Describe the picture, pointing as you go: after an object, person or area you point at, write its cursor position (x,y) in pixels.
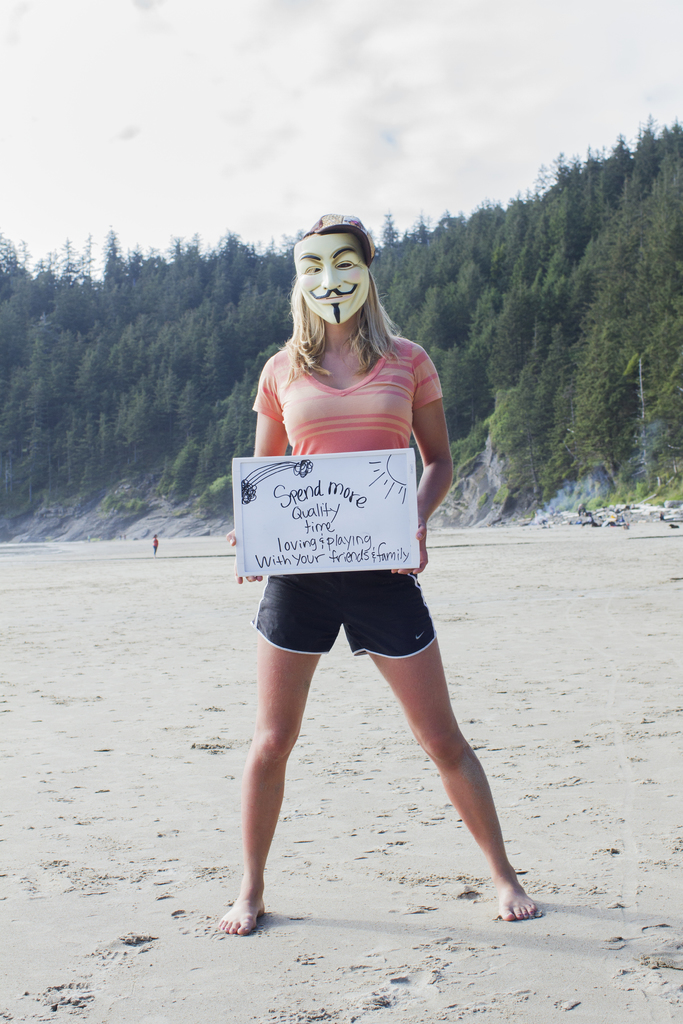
In this image, we can see a woman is holding a board (372,560). On the board (354,531), we can see some text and figures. Background (604,312) we can see so many trees (639,272). Top of image (408,228), there is a sky (306,131).
